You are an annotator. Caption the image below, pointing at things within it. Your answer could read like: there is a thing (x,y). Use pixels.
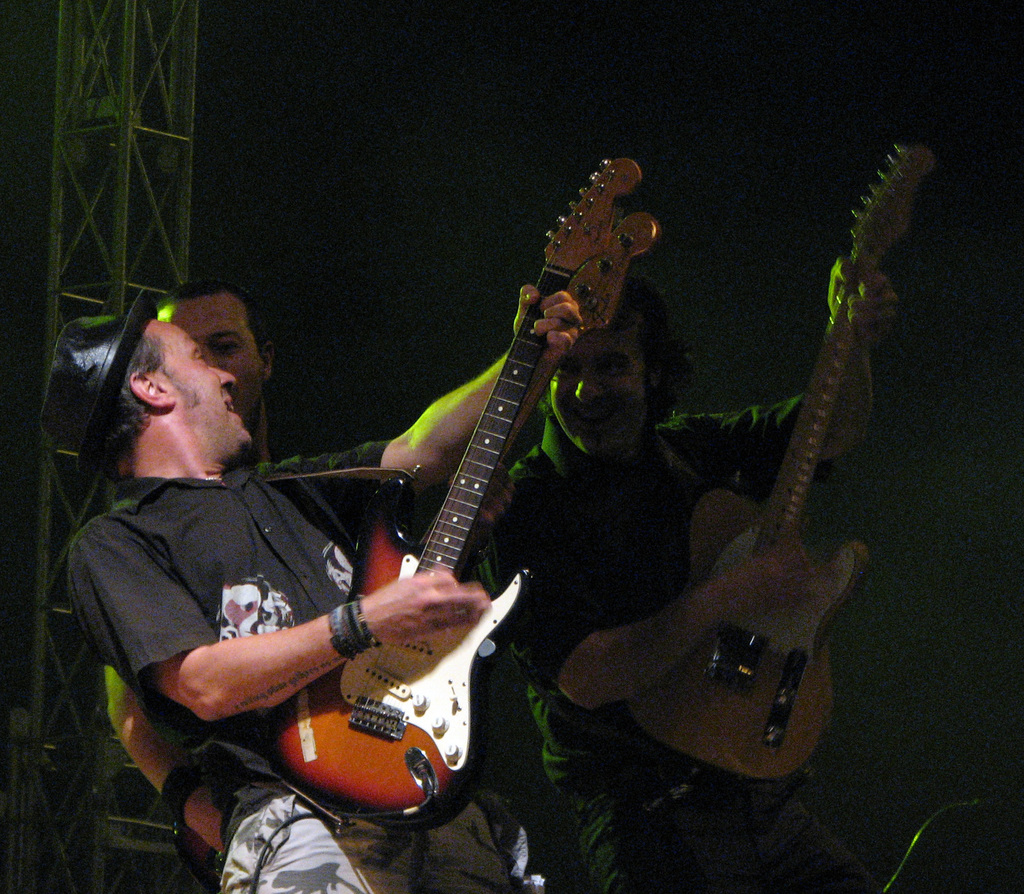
This picture is consists of a people (181,320) those who are playing the guitars (646,246) at the center of the image (673,314).
